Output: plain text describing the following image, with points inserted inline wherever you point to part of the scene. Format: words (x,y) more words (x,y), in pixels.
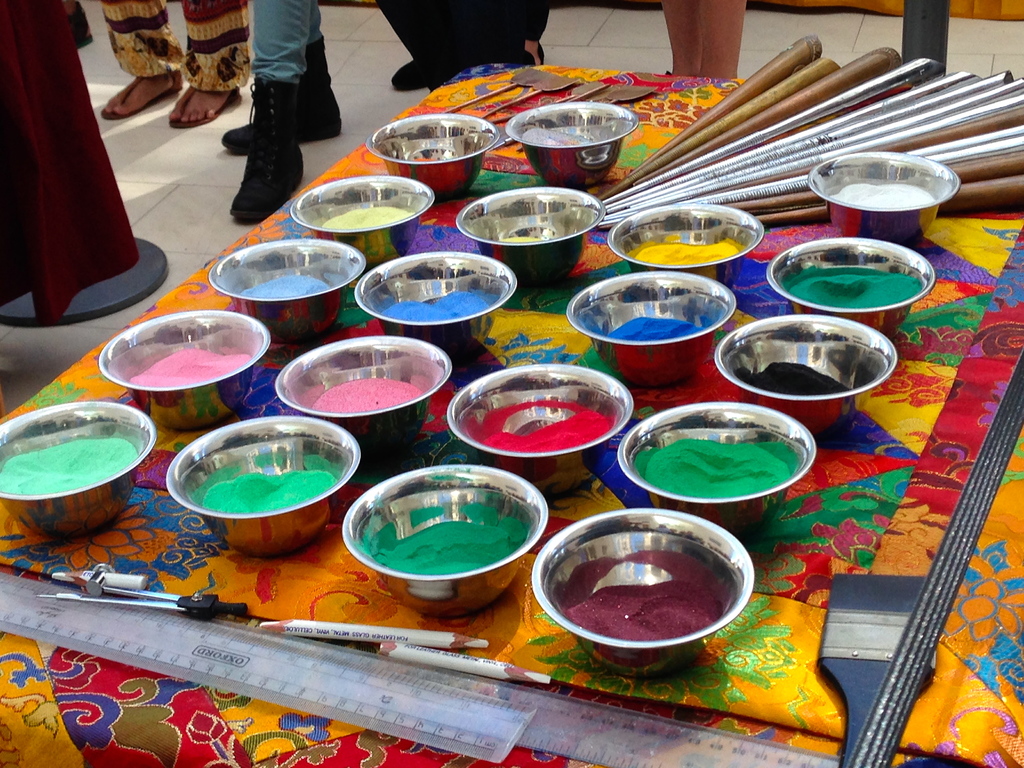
In this image we can see different colors in the bowls (643,665), scales (510,703), pencils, compass (83,601) and objects (518,84) on a cloth (819,698) on the table (578,727). In the background (261,180) we can see few persons legs (493,16) on the floor (333,156) and other objects (77,166).
